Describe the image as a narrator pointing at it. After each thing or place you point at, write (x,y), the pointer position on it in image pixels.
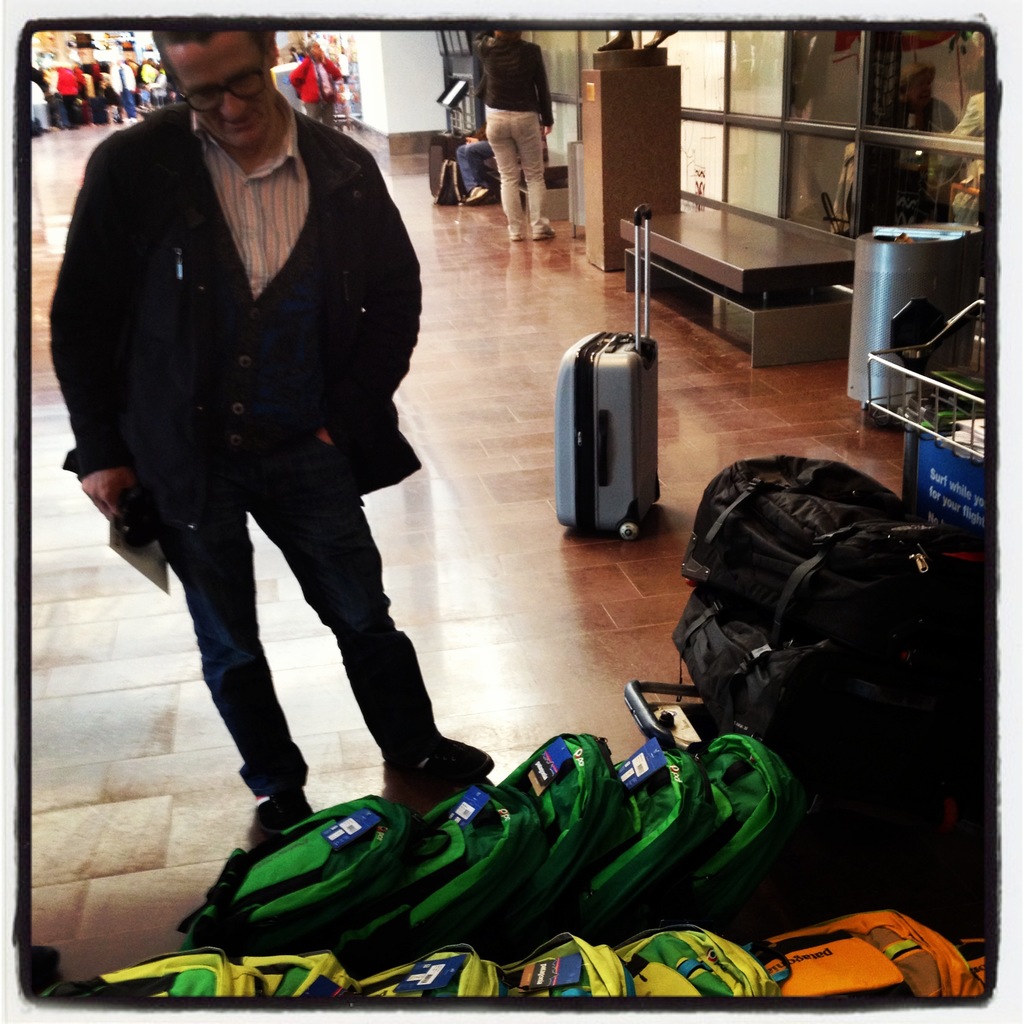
This is an edited image with the borders (10,288). In the foreground (494,826) we can see the bags (532,860) are placed on the ground (144,724) and we can see a person (289,348) holding some objects (131,537) and standing on the ground (515,711). On the right (860,372) we can see there are some objects (973,423) placed on the ground (743,451) and we can see the group of persons (325,73) and many other objects (808,130) in the background (610,53) and we can see an object (623,49) which seems to be the sculpture (654,41).
